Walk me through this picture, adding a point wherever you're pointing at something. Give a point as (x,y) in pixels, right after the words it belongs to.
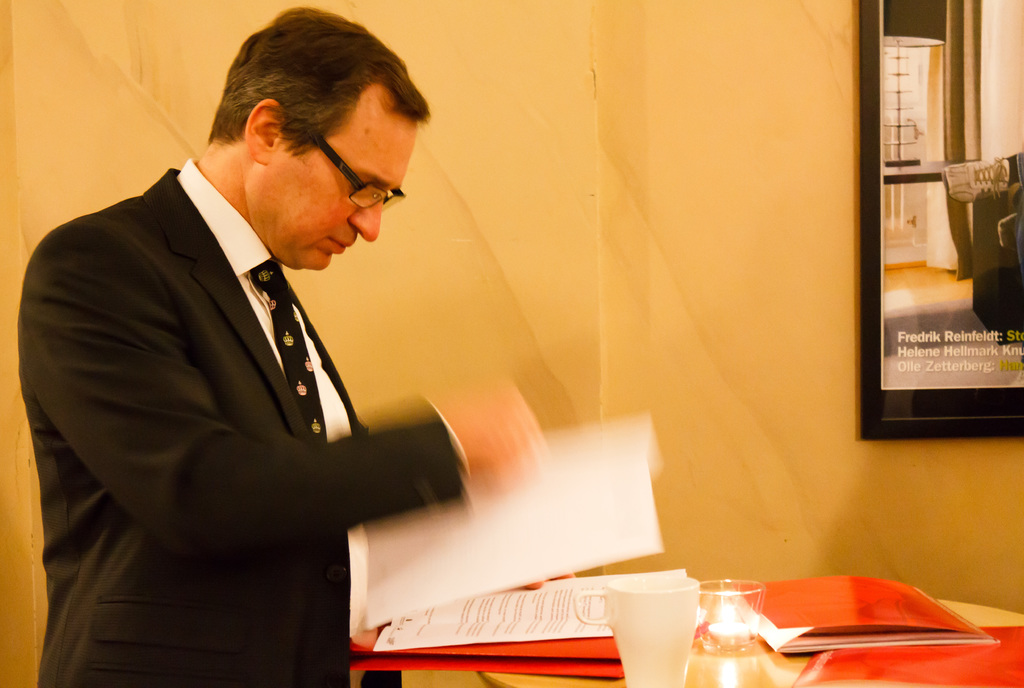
In the image we can see there is a person (93,597) who is standing and he is holding a paper (495,539) in his hand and on the table (703,644) there are papers (513,607), files (562,671), glass (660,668).
